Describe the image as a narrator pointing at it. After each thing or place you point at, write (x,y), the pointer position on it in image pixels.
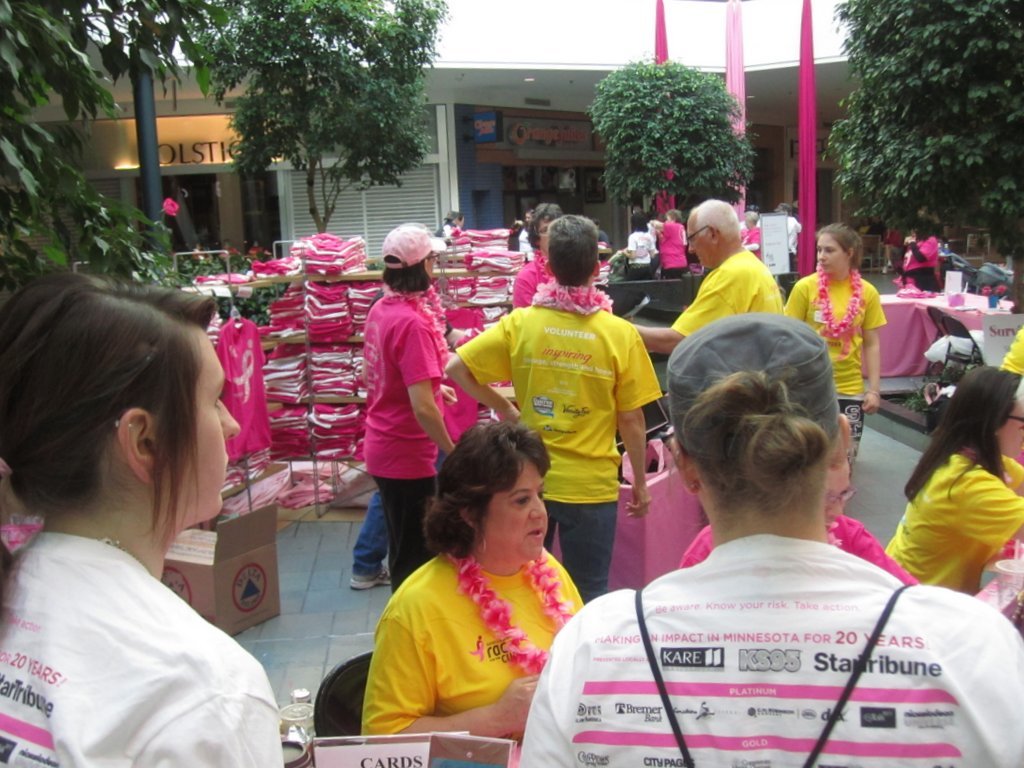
In this image I can see few people (696,540) with yellow, pink and white color dresses (556,464). I can see one person (372,391) is wearing the cap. To the side there are many pink clothes (291,382) in the rack (308,374). In the back (915,314) I can see few more people (929,274) and many tables (896,336). I can also see trees (349,137) and there are pink color clothes (802,93) hanged to the building (577,35).
